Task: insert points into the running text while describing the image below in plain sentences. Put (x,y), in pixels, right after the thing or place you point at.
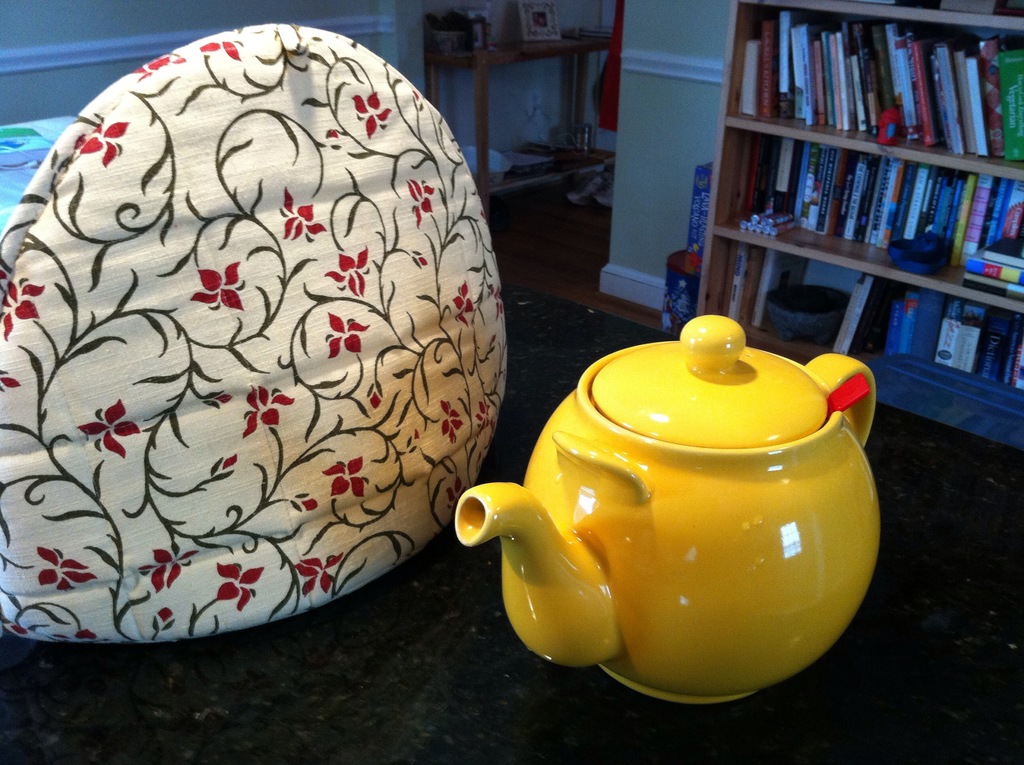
In this picture I can see a cushion (371,283) and a kettle (469,529) on the table (946,735) and I can see few books (889,177) in the bookshelf (884,20) and I can see a photo frame (547,29) and a basket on the another table (565,48) in the back (459,14).
